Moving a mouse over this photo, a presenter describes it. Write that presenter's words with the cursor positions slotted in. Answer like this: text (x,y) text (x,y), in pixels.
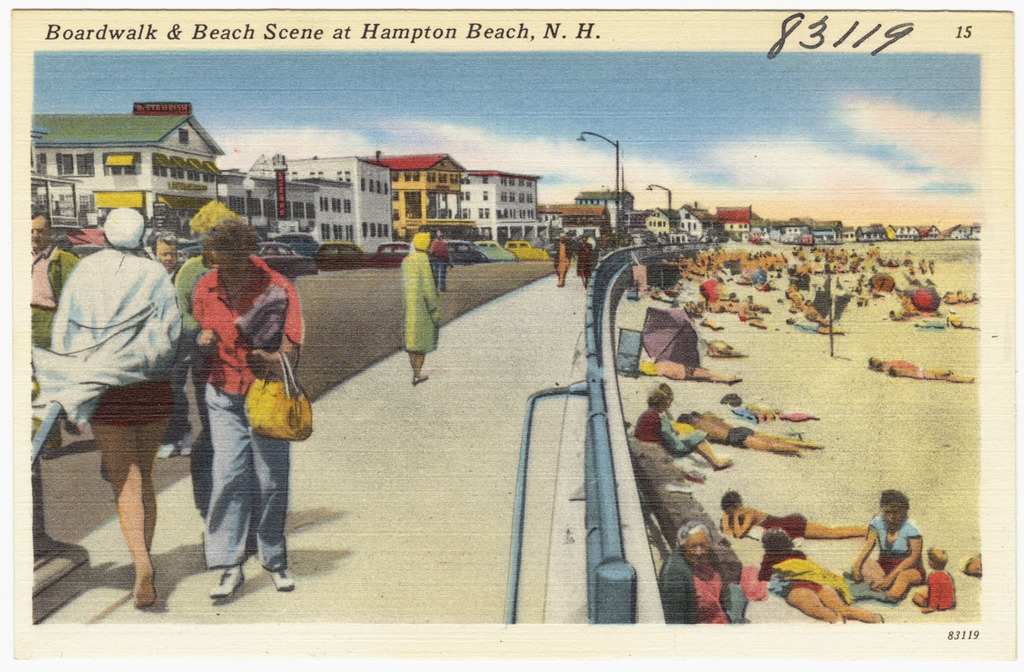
This image consists of a poster (616,397) with many images (652,348) and a text (399,31) on it. At the bottom of the image (451,481) there is a sidewalk (436,445) and there is a ground (820,393). At the top of the image (387,97) there is the sky (650,122) with clouds (860,154). In the background (272,188) there are many buildings (470,208) and houses (579,209) and a few poles (617,168) with street lights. Many cars (542,259) are parked on the road (477,271). A few people (276,284) are walking on the sidewalk (554,292). On the right side of the image (837,315) many people (812,537) are lying on the ground (856,545) and a few (908,562) are sitting.
